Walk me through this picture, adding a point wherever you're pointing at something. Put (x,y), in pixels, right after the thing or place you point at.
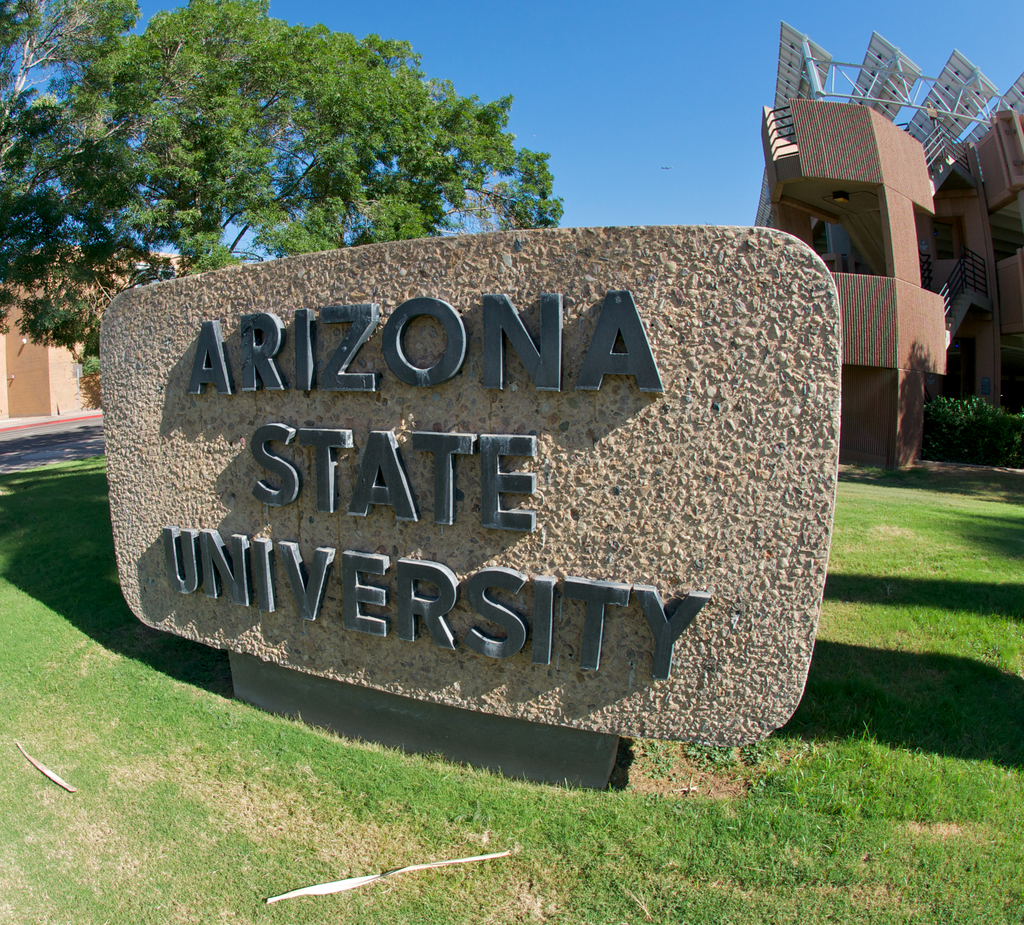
In this picture there are buildings (859,169). In the foreground (504,426) there is text (318,479) on the wall (442,560). At the back (10,212) there is a tree (237,6) and there are plants (962,402). At the top (681,51) there is sky (655,50). At the bottom (885,799) there is grass (67,546) and there is a pavement (50,459).
